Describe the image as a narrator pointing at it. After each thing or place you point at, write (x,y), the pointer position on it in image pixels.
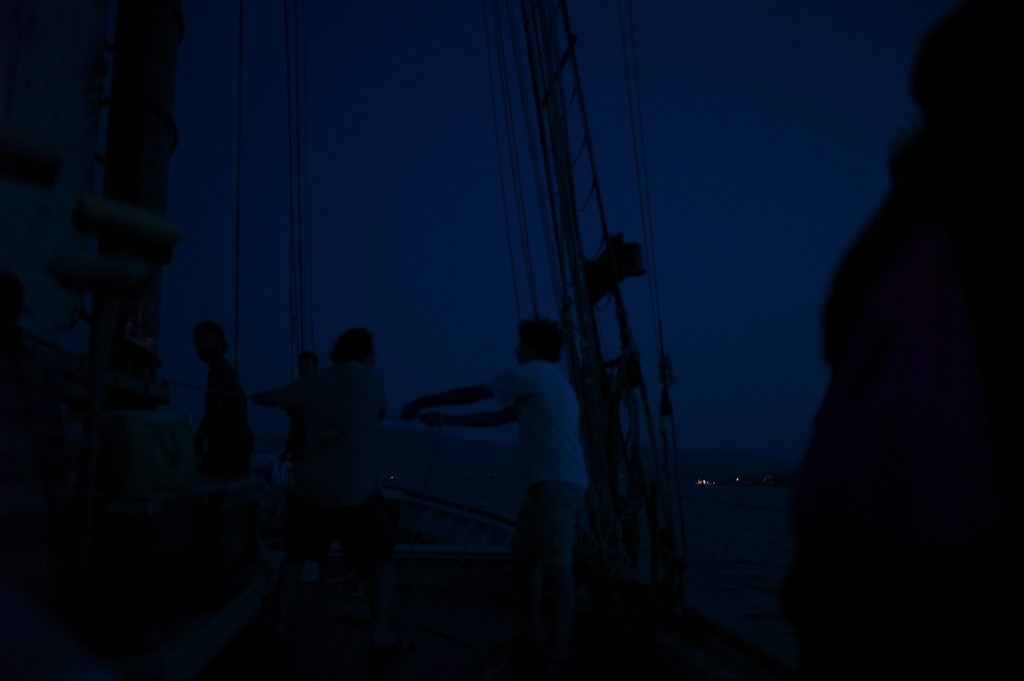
In this image, in the middle (548,409), we can see three people (572,427). In the middle (587,419), we can also see a metal instrument (647,586). On the right side (878,535) and left side (30,496), we can see black color. In the background (734,503), we can see some lights (708,481) and black color.
